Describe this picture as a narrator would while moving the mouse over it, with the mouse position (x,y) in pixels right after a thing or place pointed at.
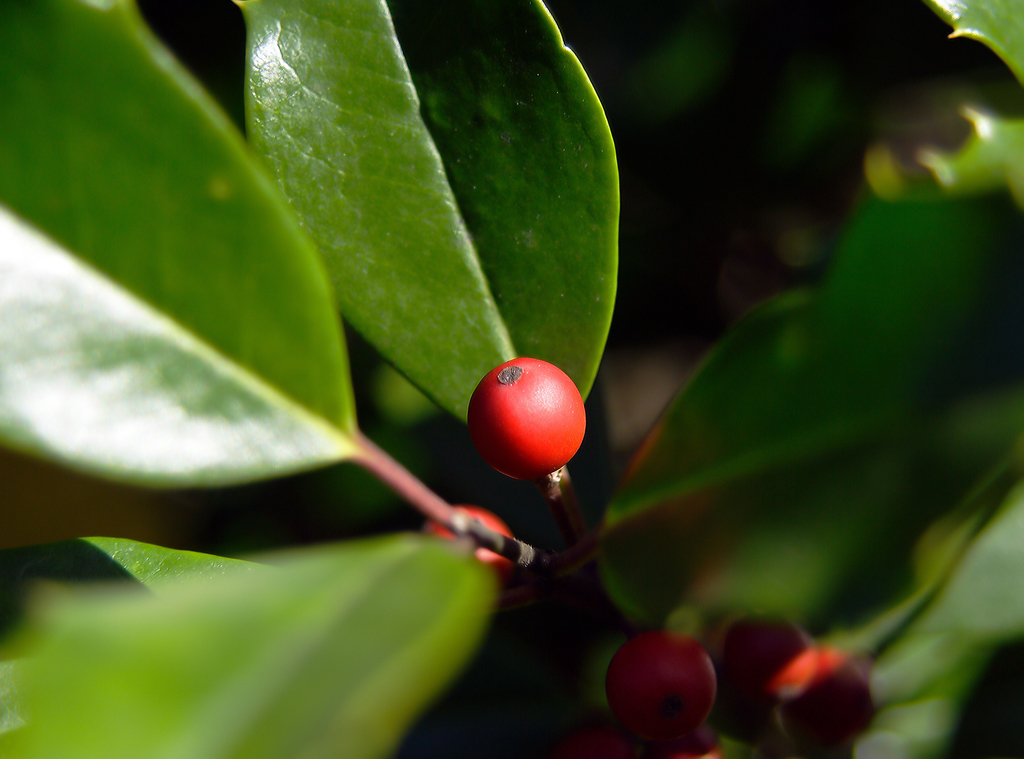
In the image there are small red color fruits (526,425) to a plant (356,546) and the background of the plant (352,668) is blur.
